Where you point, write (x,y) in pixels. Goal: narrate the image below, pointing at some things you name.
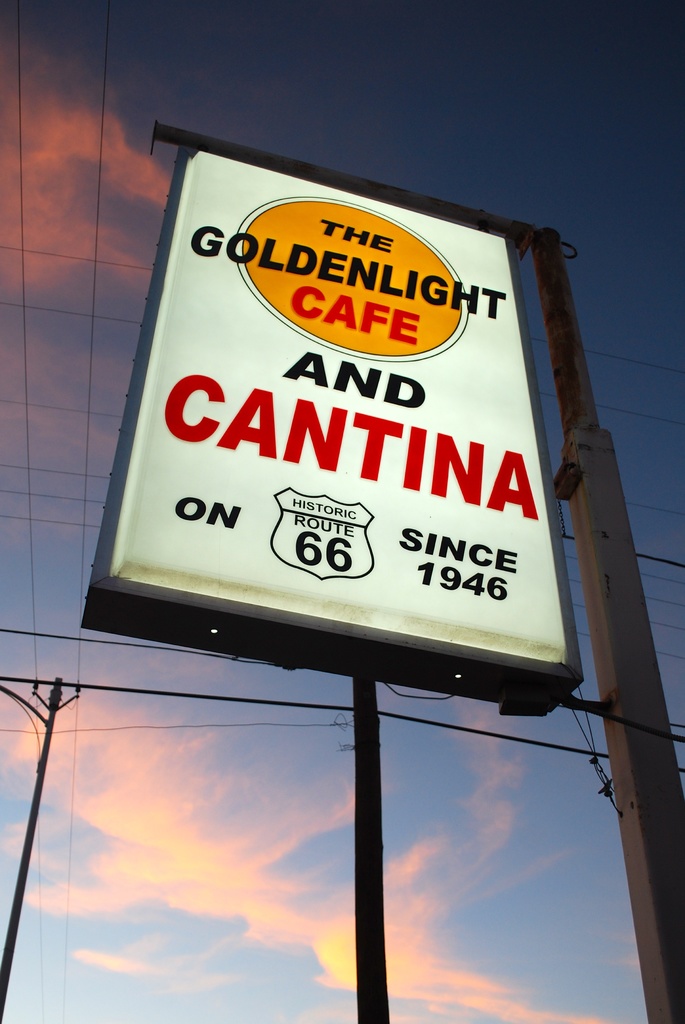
Here I can see a board (374,614) on which I can see some text (359,379). Beside this there is a pole (619,693). In the background (33,811) I can see another pole (24,865) along with the wires (59,636). At the top (441,103) I can see the sky (394,86).
